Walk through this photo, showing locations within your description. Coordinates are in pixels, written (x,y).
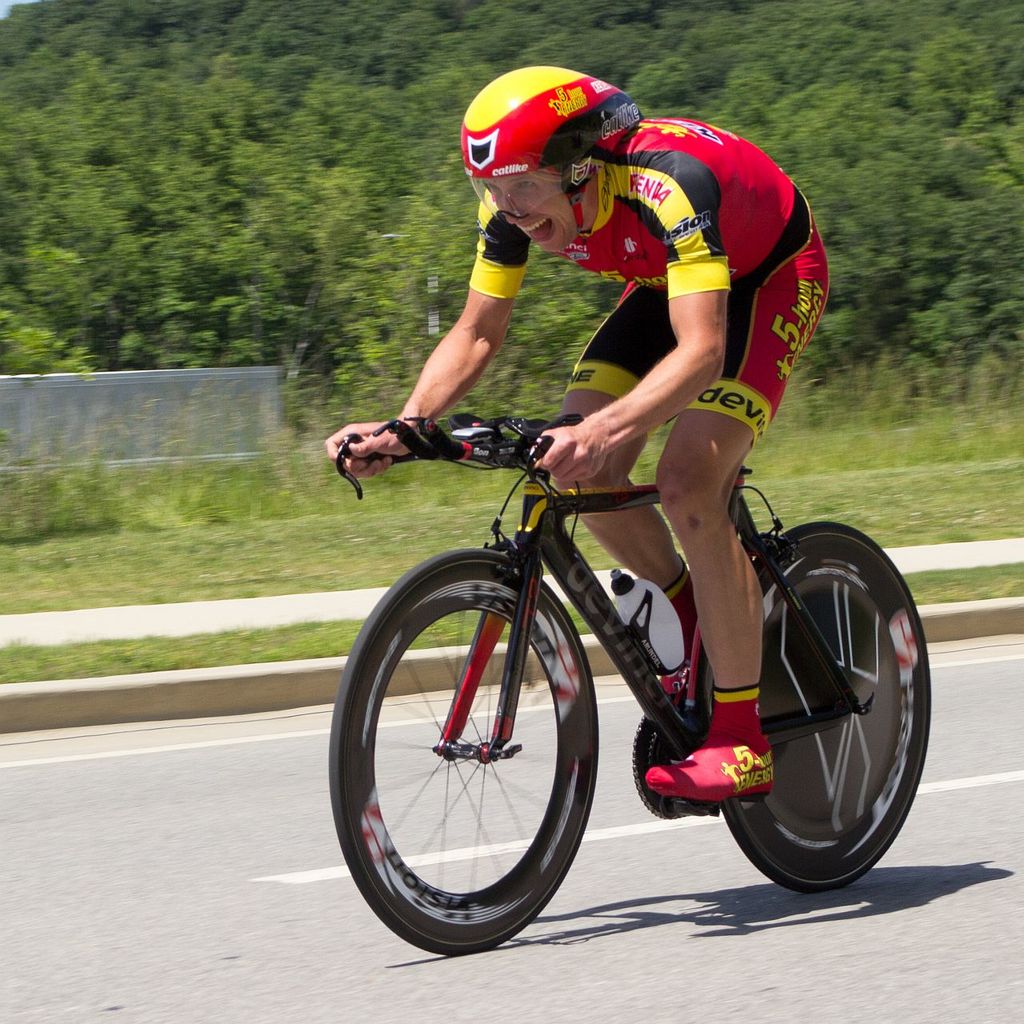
In this image we can see a person (595,362) is riding a bicycle (644,736), there are trees (327,235), there is a grass (218,502).
